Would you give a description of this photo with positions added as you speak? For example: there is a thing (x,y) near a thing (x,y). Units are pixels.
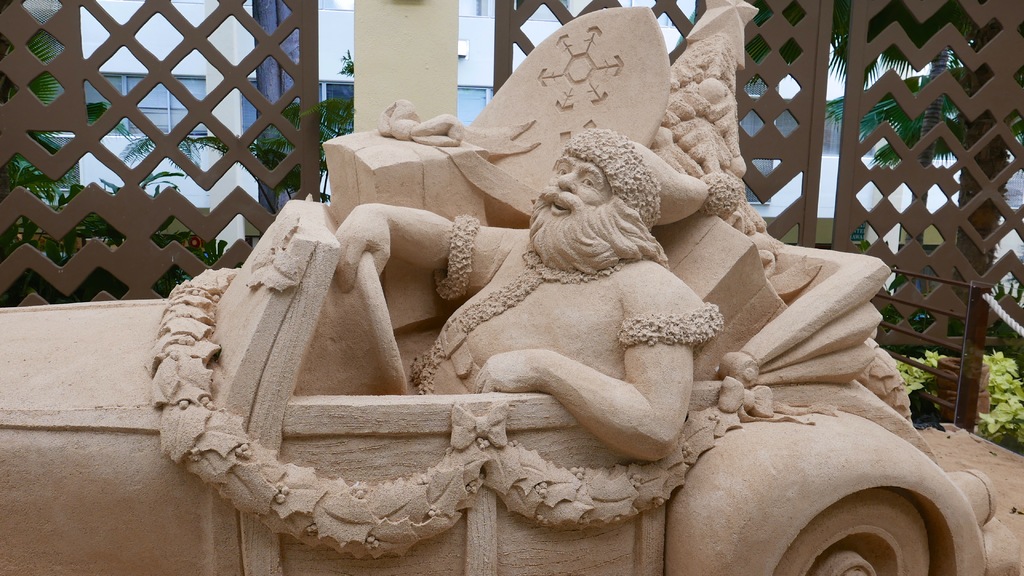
In this image I can see the statue (425,374) sitting on the vehicle (163,500). In the back (220,184) there is a railing (996,51), trees (957,129), building (349,88).
